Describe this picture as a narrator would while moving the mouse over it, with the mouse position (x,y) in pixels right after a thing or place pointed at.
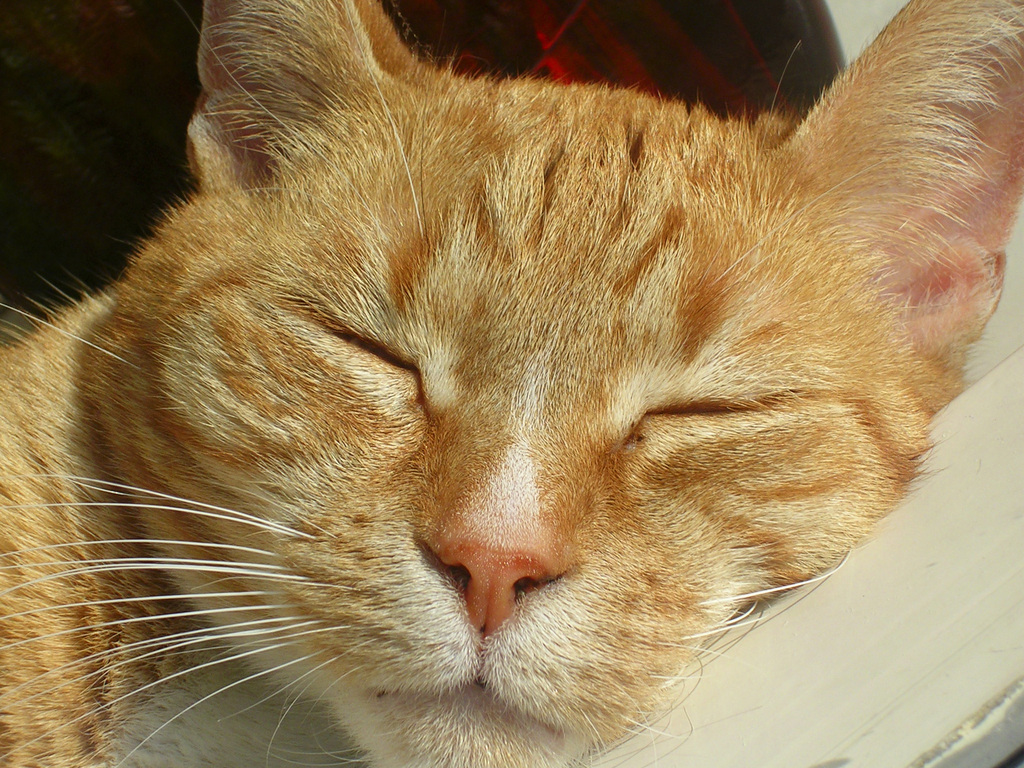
In this picture we can see a cat (295,376) is laying on a white object (826,681).
